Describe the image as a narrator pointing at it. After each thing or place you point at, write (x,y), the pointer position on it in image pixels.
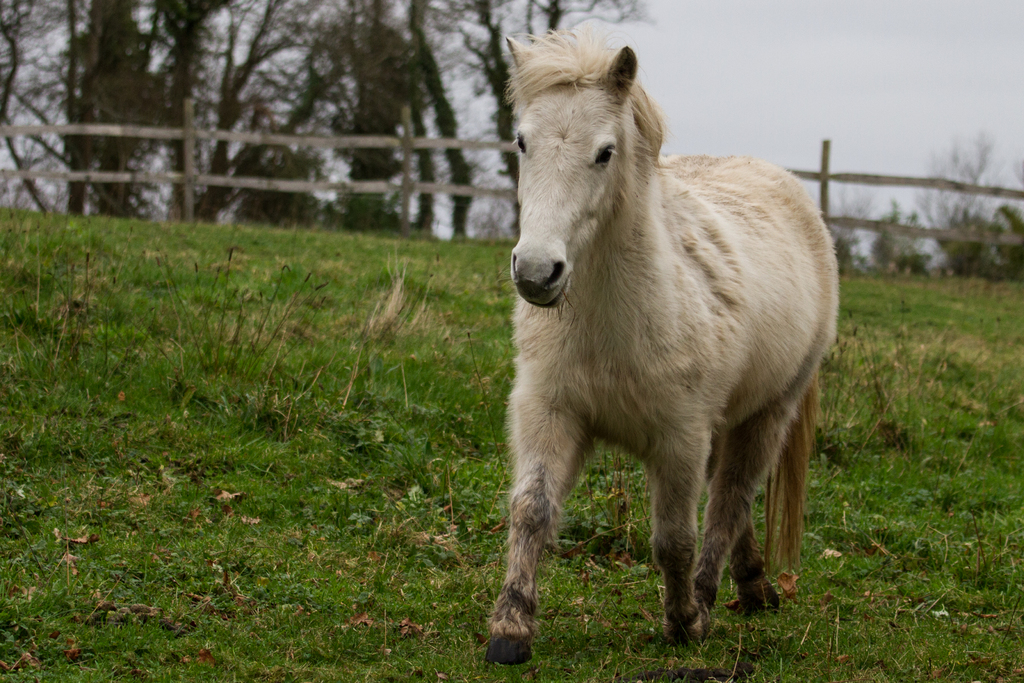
In this image we can see a white horse (663,244) running on the grass (985,450). The background of the image (17,169) is blurred, we can see the fence (1006,234), trees (79,165) and the sky (716,150).
